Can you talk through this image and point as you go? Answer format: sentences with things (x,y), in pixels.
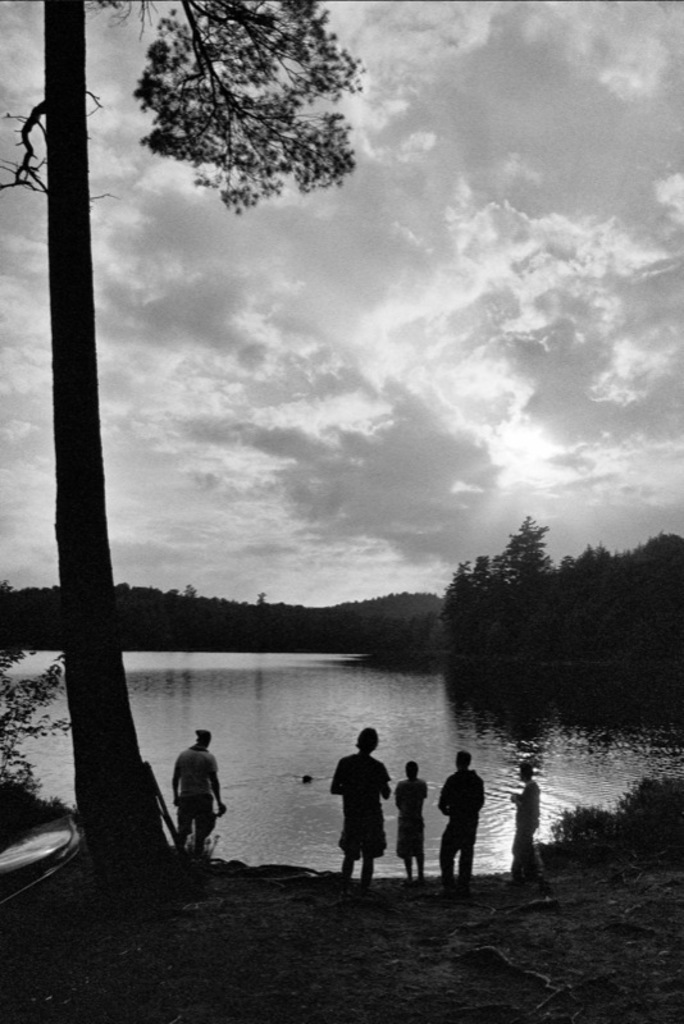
This is a black and white picture where we can see these people (196,844) are standing on the ground (296,990). On the left side of the image (218,129), we can see a tree (106,689). In the background (599,545), I can see water (289,702), trees (321,646), hills (292,642) and the cloudy Sky (348,193).
